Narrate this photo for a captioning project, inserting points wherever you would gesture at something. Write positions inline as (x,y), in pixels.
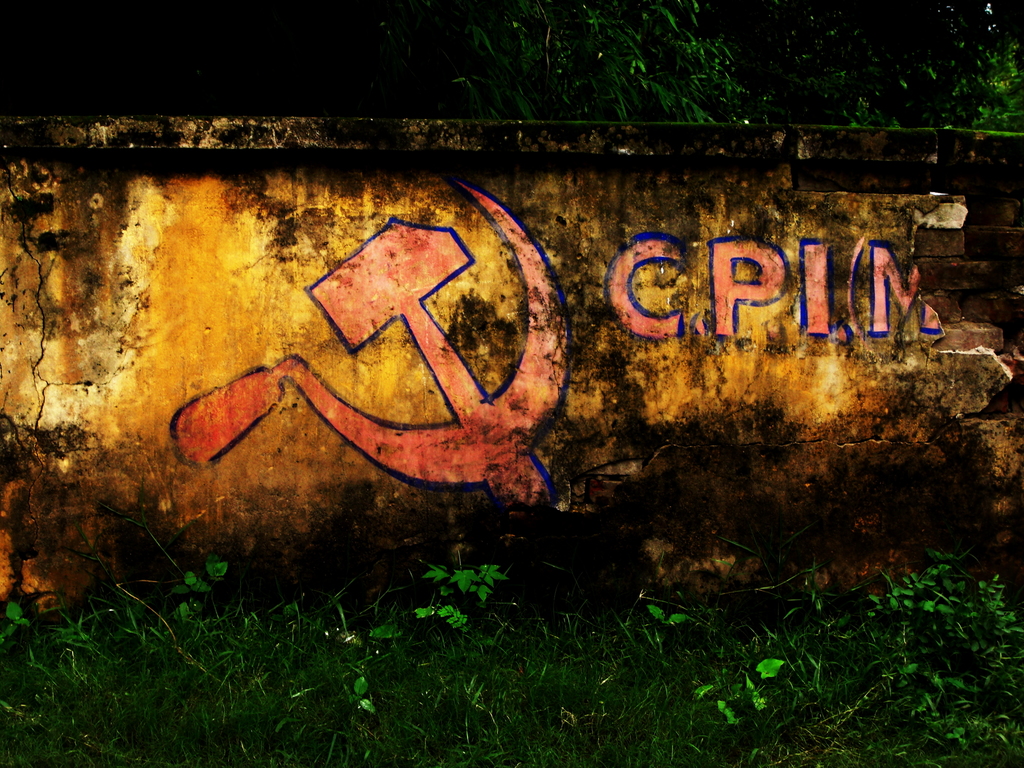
In this picture I can see painting (246,433) on the wall (541,261), there are plants (895,589), grass (711,660), and in the background (622,51) there are trees (637,24).
